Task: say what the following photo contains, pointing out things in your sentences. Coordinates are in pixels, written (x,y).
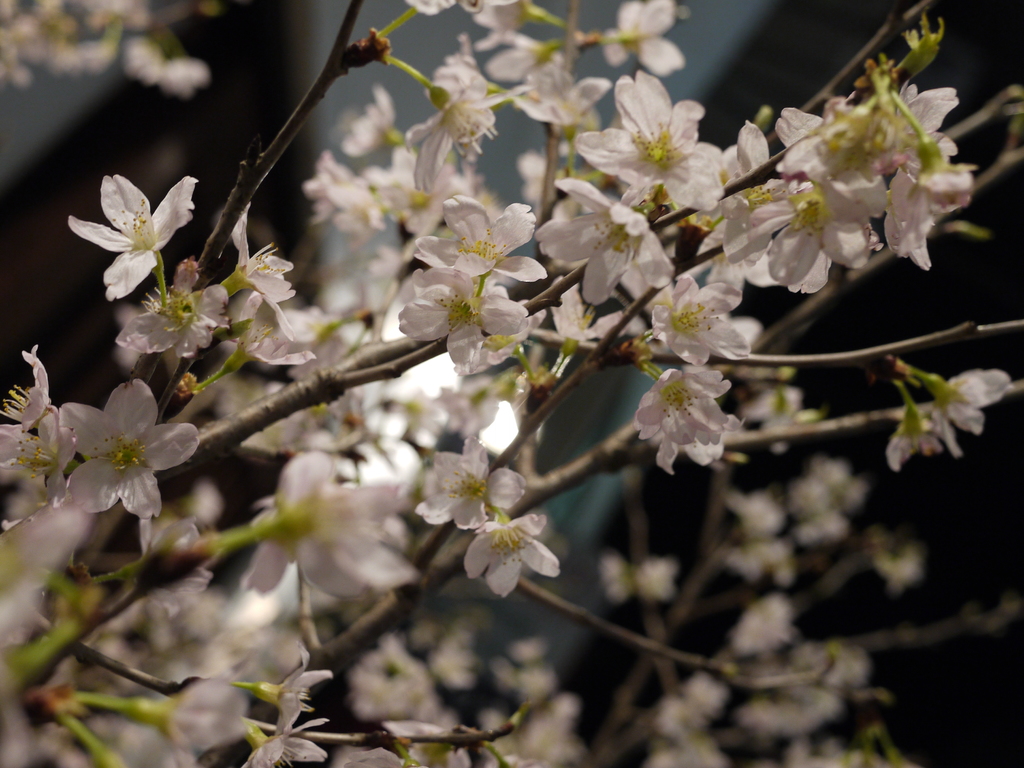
This picture contains plants (467,416) which have flowers (285,503). These flowers (446,500) are in white color. In the background (457,21), it is blurred.
